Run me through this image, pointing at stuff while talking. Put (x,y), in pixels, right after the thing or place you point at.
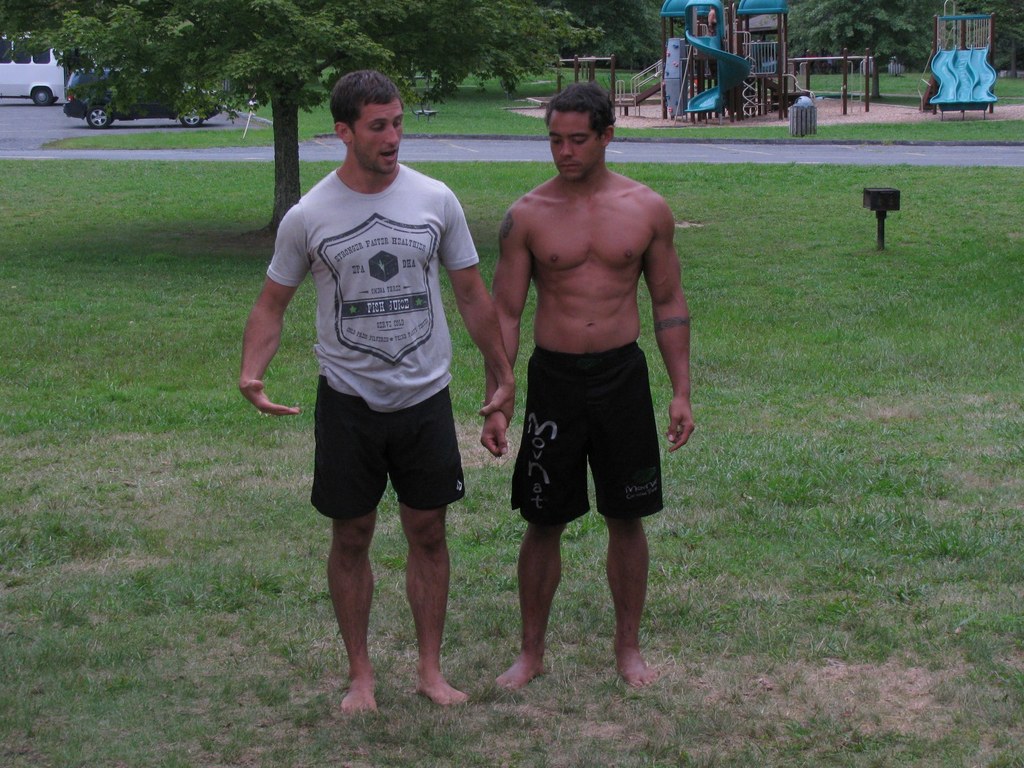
In this picture there are two men (435,355) in the center of the image (528,304), on the grassland (921,362) and there are trees (413,58), cars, and slides (941,94) at the top side of the image (393,25).
